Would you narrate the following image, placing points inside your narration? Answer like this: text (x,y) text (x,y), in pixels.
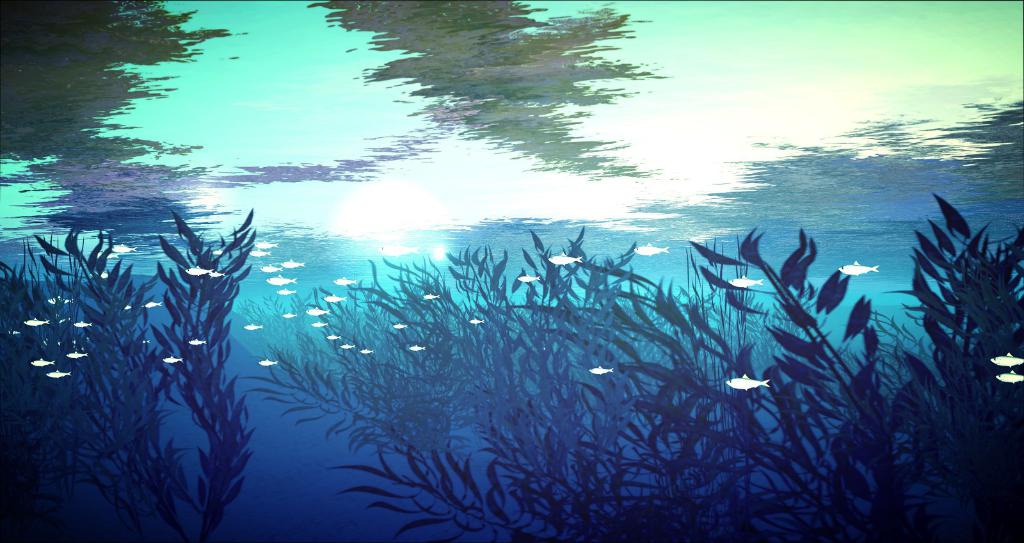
This image consists of a painting (431,271). At the bottom (115,414) there are few plants (608,445) and I can see few fishes (246,328) in the water (541,154).
